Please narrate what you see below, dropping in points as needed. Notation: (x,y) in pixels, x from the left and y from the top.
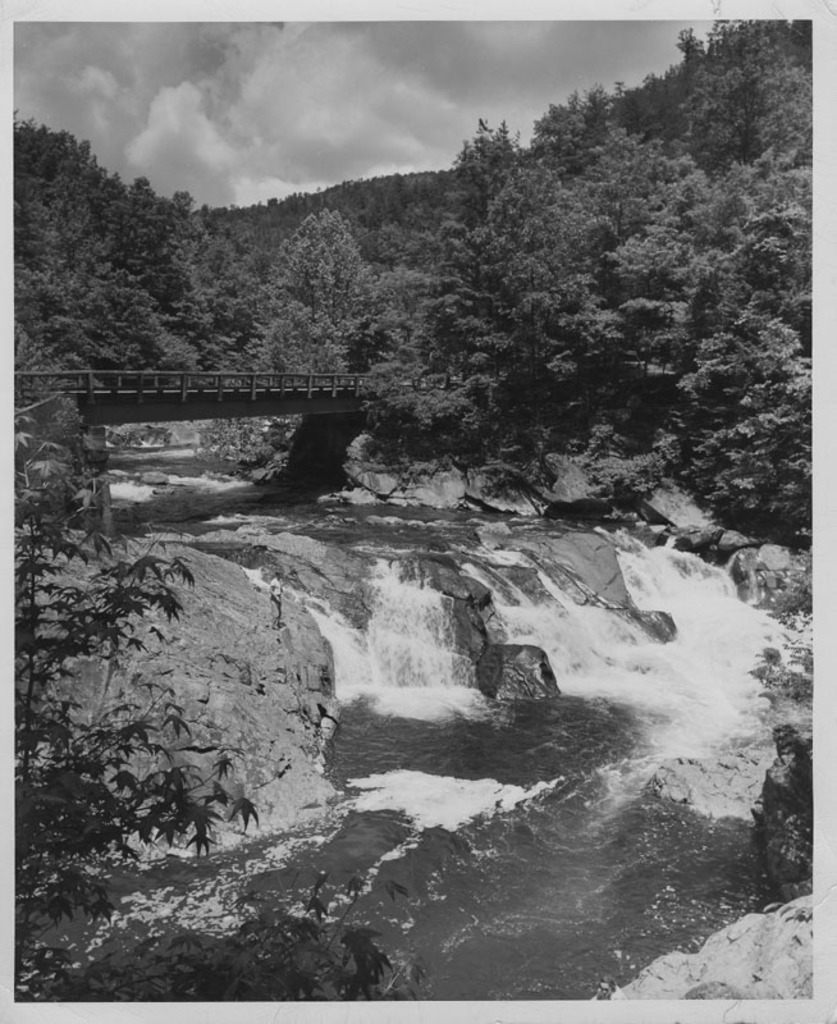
In this image I can see water (731,908), number of trees (581,339), clouds (511,27), the sky (369,80) and a bridge (206,390) over there. I can also see this image is black and white in color.
